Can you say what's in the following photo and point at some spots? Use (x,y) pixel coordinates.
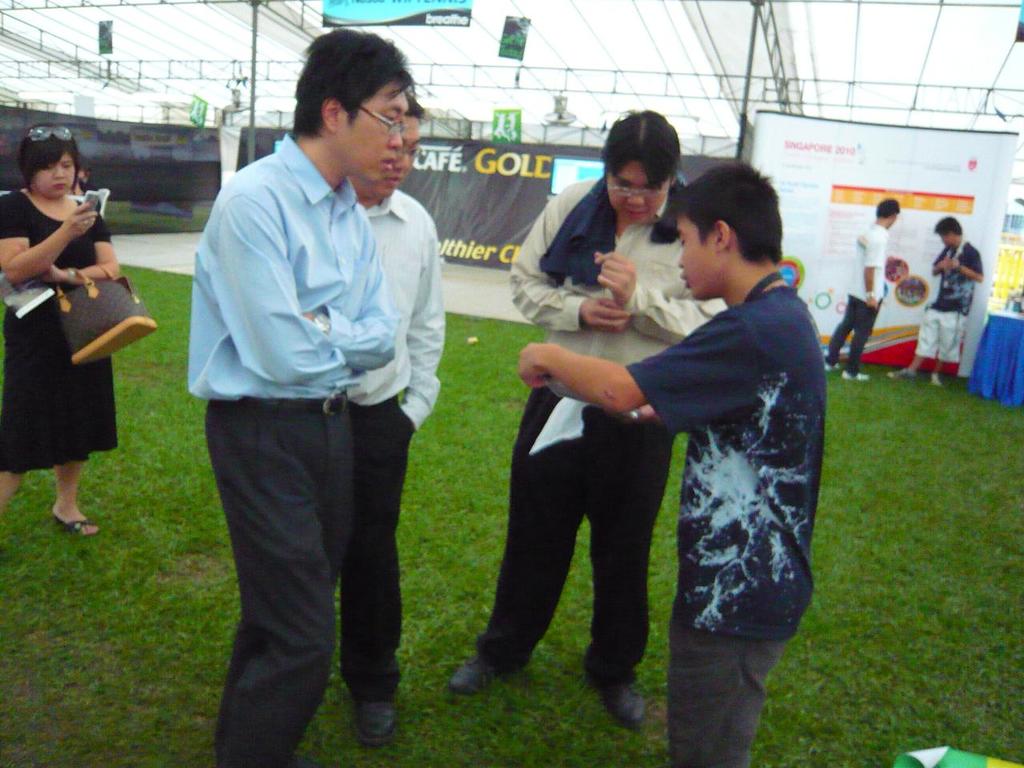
In this image we can see these people (403,212) wearing shirts (678,289) and shoes (467,681) and this person (705,343) wearing dark blue T-shirt (686,576) is standing. Here we can see a woman (69,263) wearing black dress (73,375), holding a mobile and handbag (80,304) is standing on the grass (164,663). In the background (122,204), we can see the banners (961,219), people (955,262) standing there, boards (880,350) and the tent (485,119).
